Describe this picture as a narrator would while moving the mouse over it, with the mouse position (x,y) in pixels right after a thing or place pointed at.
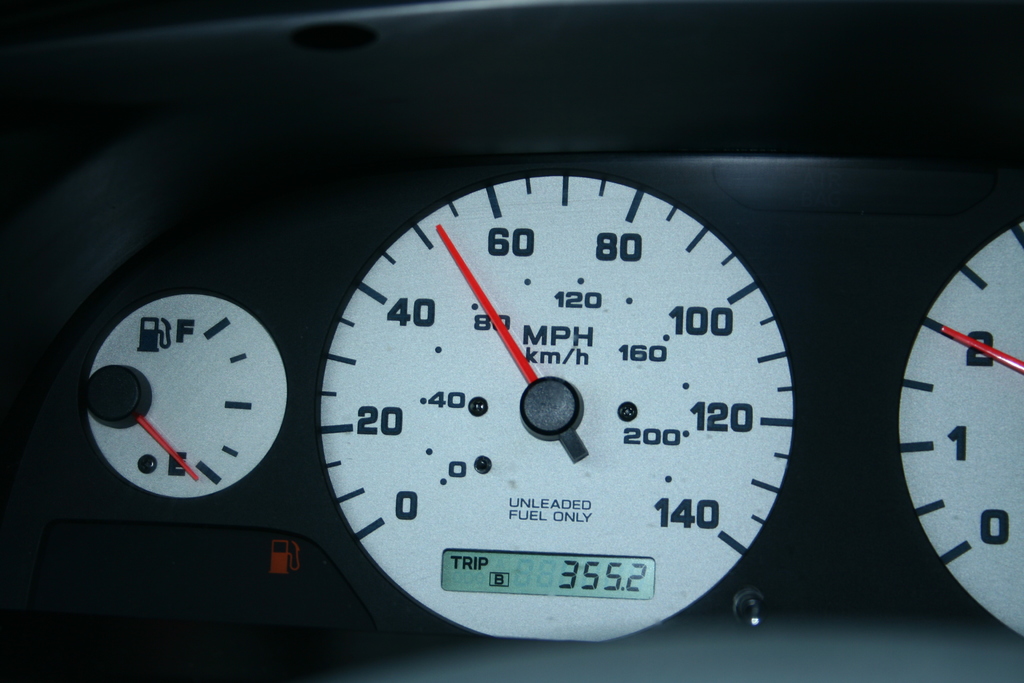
In this image we can see cars speedometer (594,443).
